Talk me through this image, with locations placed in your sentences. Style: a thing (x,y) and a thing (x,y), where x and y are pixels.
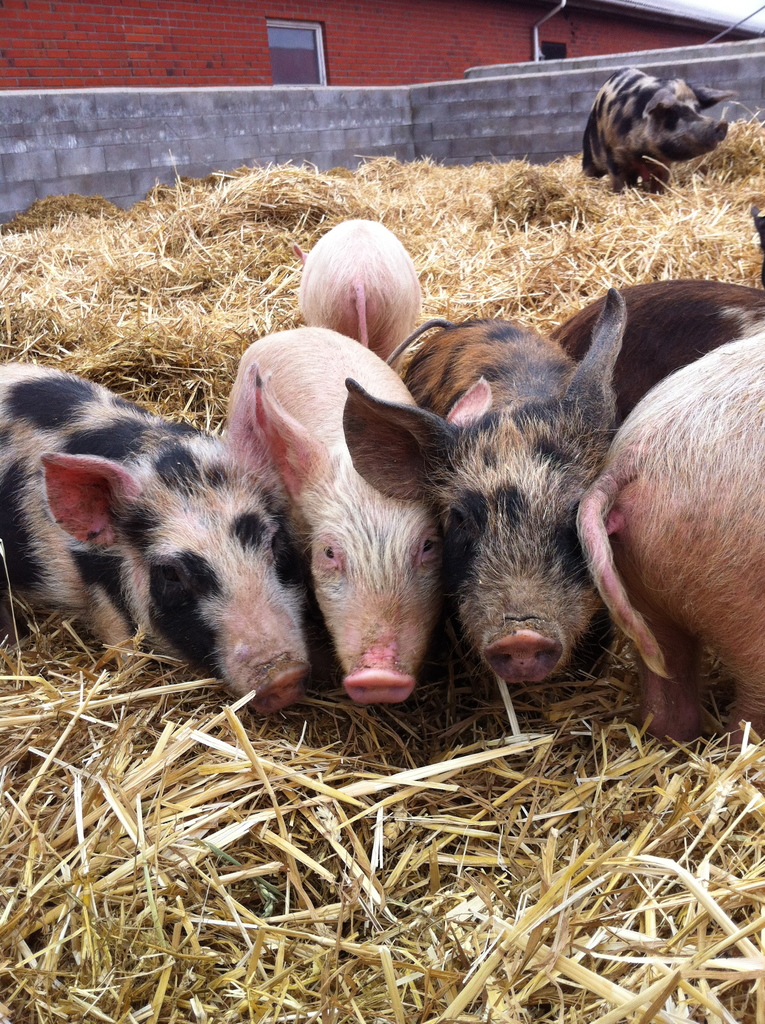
In the center of the image (398,660) there are pigs (6,371). At the bottom of the image (79,725) there is dry grass (187,773). In the background of the image (329,13) there is a house (179,69). There is wall (277,114).
